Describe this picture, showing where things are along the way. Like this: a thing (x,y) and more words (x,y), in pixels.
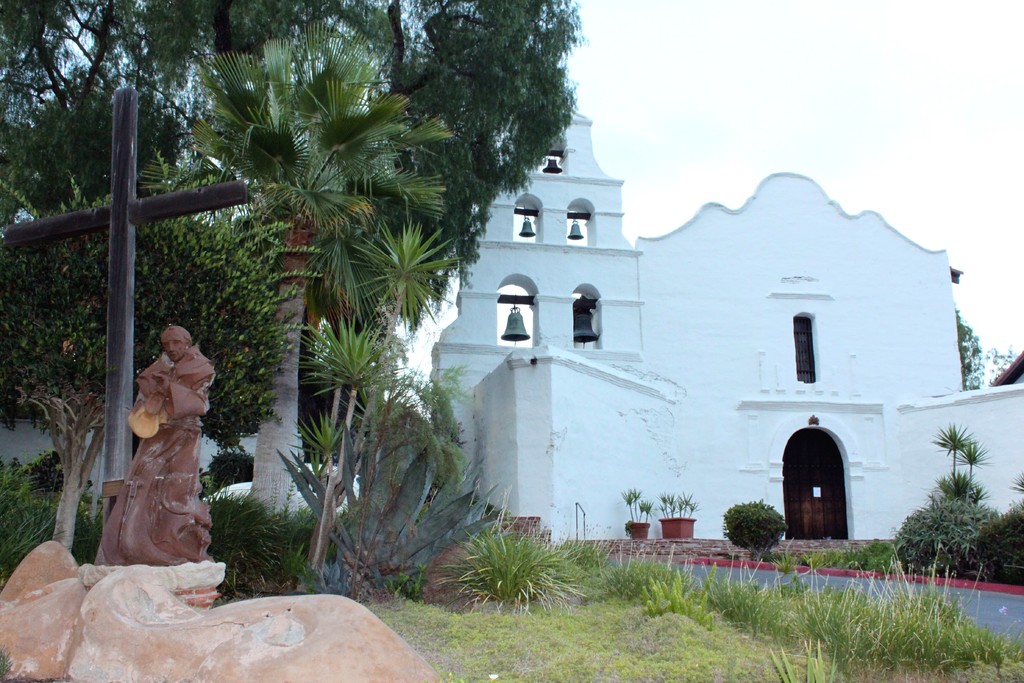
In this image I can see the statue (165,391) to the left (184,464) which is in brown color. To the right (701,532) I can see the white color building (700,518). In-front of the building (711,536) I can see many plants (593,563). To the side there are many trees (175,285). In the background (719,30) I can see the sky (746,102).
